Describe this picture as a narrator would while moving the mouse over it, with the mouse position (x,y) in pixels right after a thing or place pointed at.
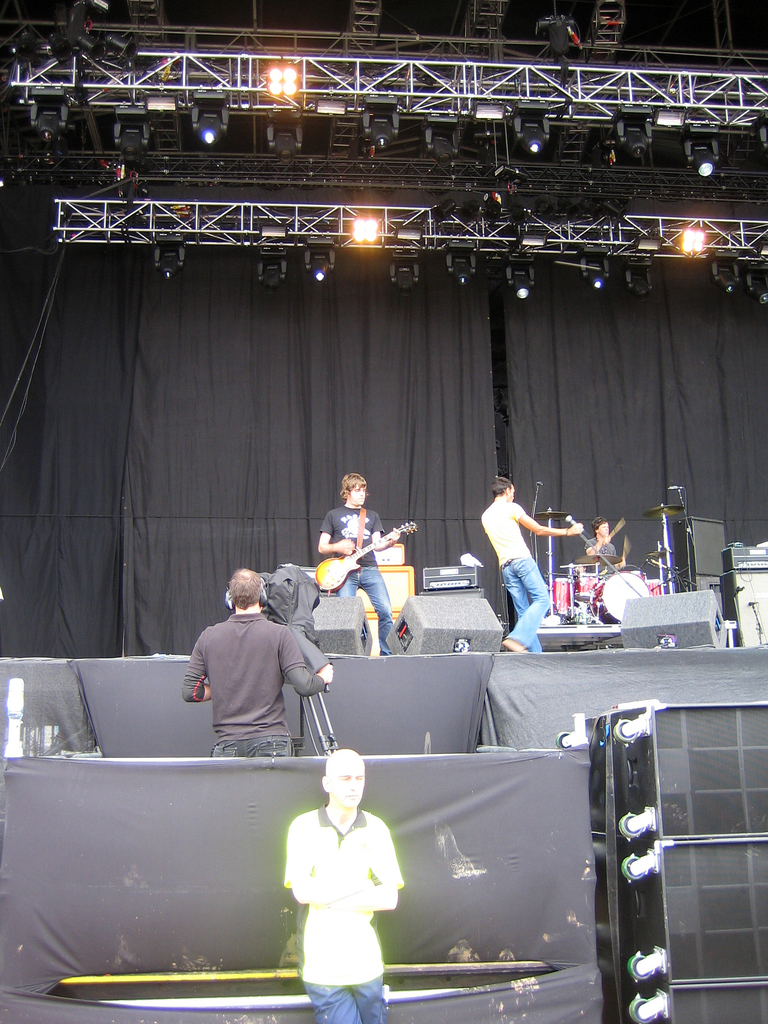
Here we can see three persons (339,552) on the stage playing musical instruments (333,565). At the bottom (249,688) there are two persons (260,744) standing and among them a person (262,679) is holding a camera stand (328,664) in his hand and there are boxes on the right side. In the background (326,277) there are lights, poles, black color curtains (197,538), and speakers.
